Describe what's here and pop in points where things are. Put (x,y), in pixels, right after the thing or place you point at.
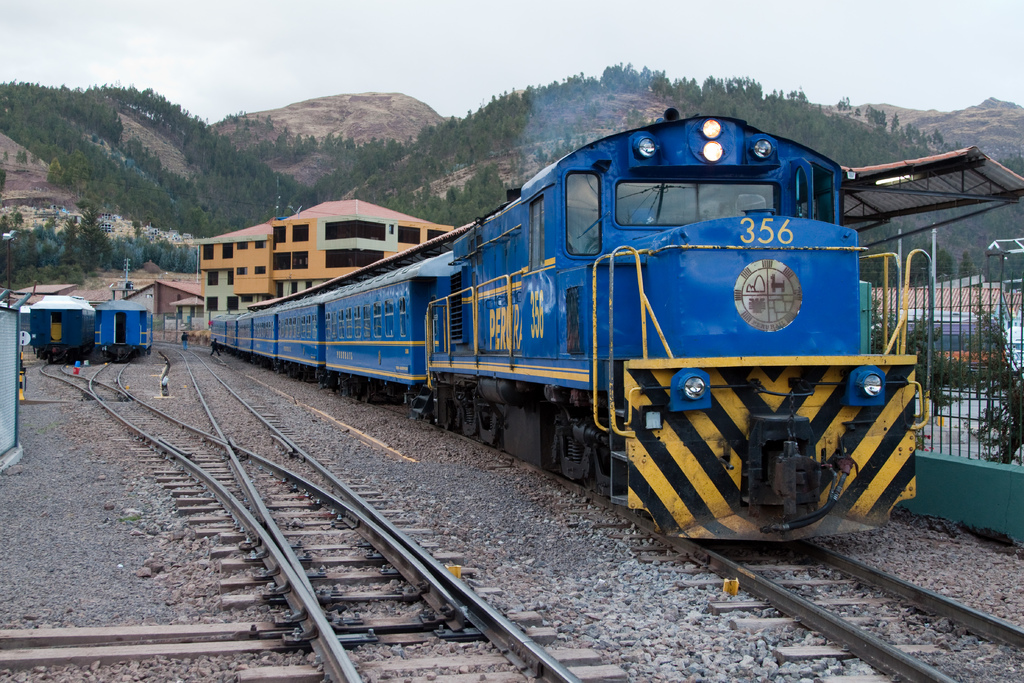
This image consists of trains (287,335). In the front (548,333), the train (683,365) is in blue color. At the bottom (503,682), we can see the tracks (51,639). On the right (988,379), there is a fencing (989,304) along with the shed (927,164). In the background (123,186), there are mountains (395,127) covered with the plants (248,175). At the top (261,16), there are clouds (231,64) in the sky (182,62). And we can see the stones (603,567) between the tracks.
